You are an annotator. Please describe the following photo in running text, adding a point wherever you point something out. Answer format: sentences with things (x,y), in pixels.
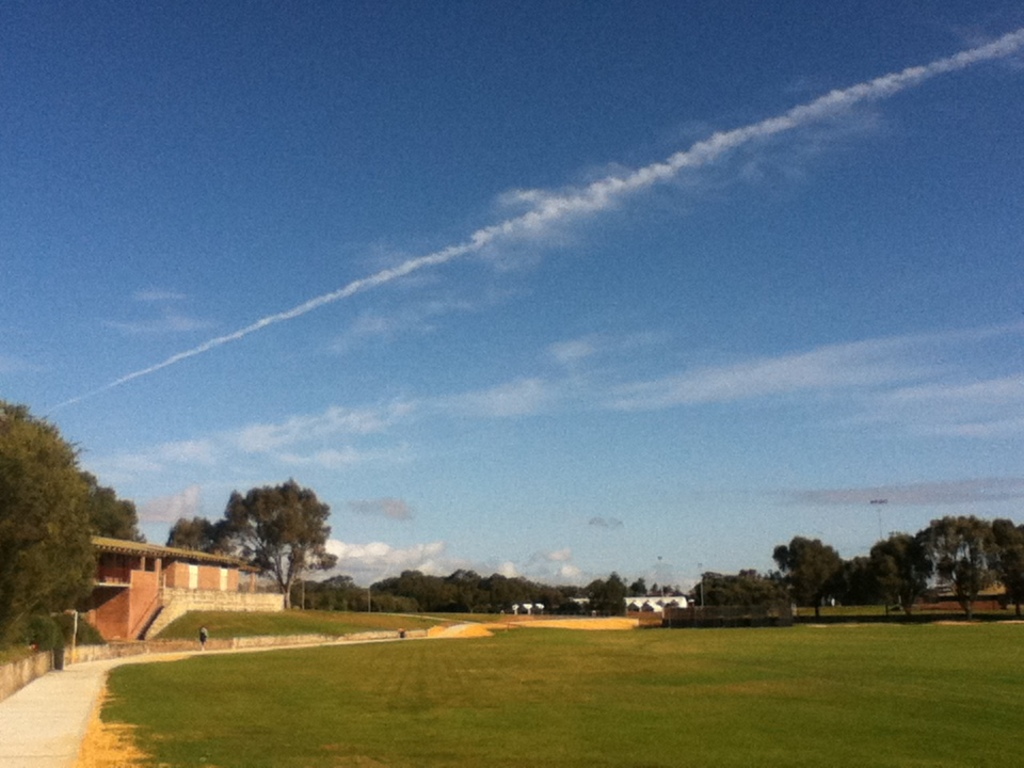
In this picture we can see a man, beside to him we can find few trees (104,520) and a house (124,627), in the background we can find a pole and clouds (350,548).
